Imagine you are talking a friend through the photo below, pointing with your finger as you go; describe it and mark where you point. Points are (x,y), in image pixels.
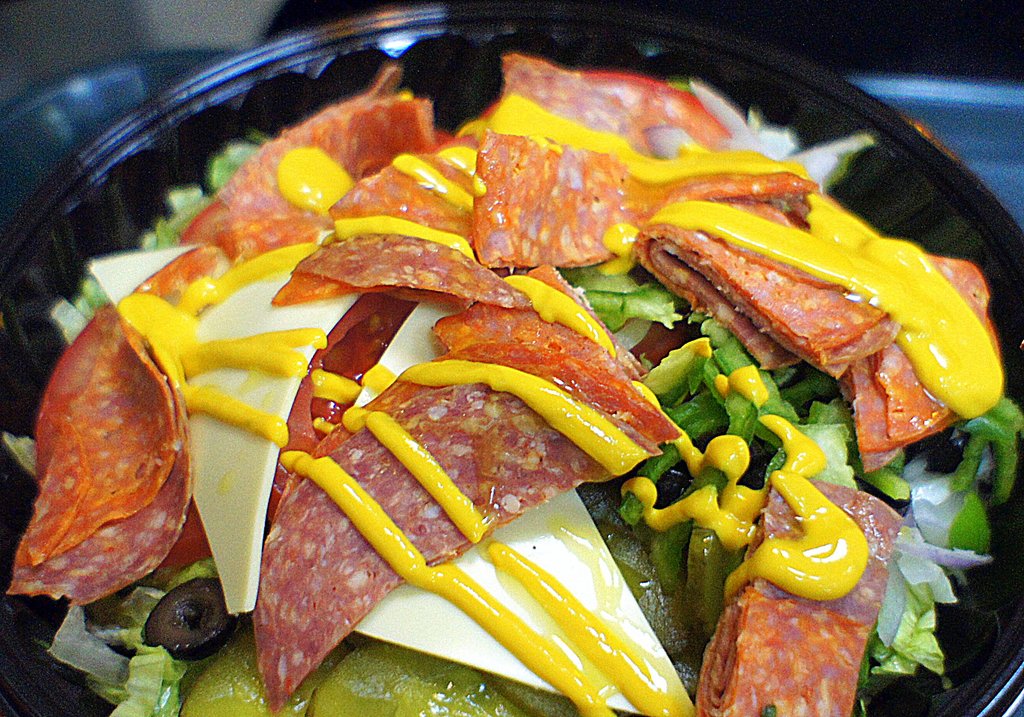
In the center of the image (618,319) we can see a plate (955,201) containing food (501,417).
